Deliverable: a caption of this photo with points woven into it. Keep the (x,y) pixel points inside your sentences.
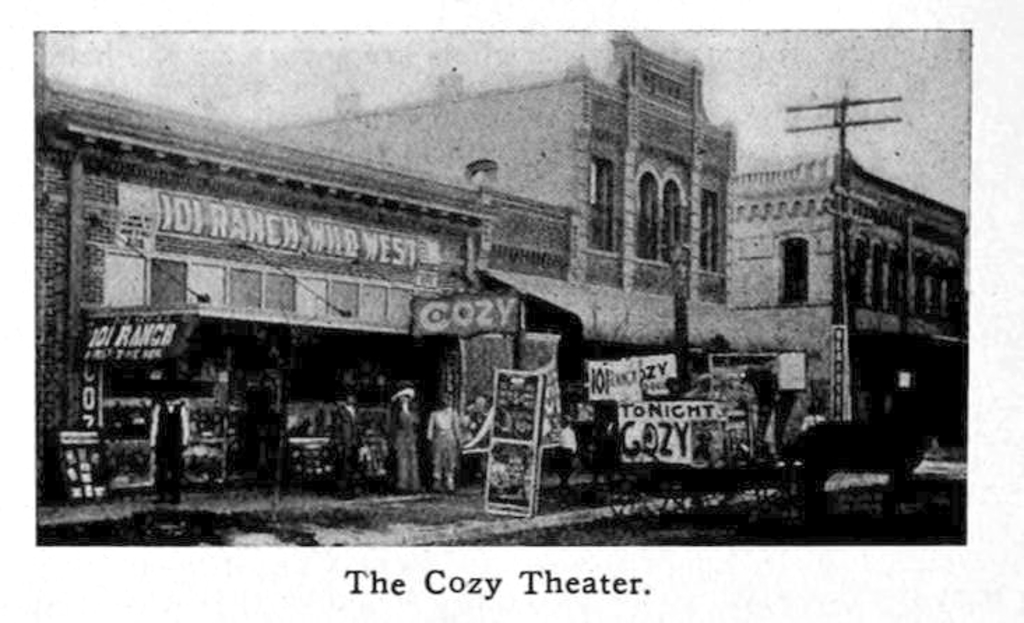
In this image I can see black and white image where we can see so many buildings (66,174), hoardings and some people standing on the road (203,519).
